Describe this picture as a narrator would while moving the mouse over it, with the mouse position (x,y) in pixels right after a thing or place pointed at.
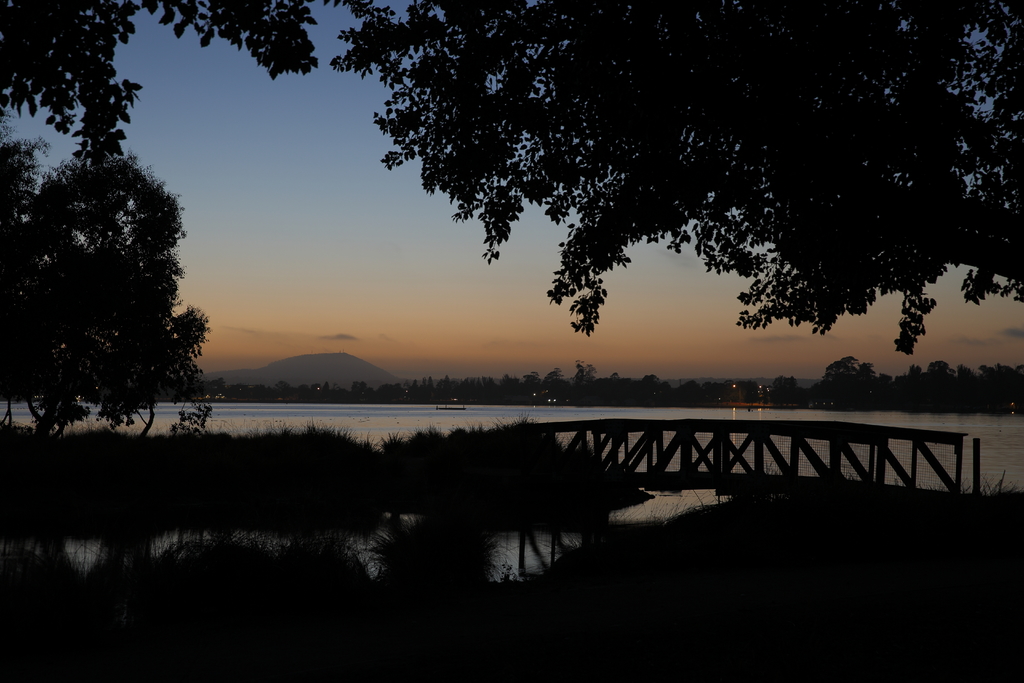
In this image we can see grass (437,507), plants (338,453), bridge (650,477) and the water (293,407). Behind the water (391,408) we can see a group of trees (475,379) and mountains (329,359). At the top (757,174) we can see the trees (430,159). In the background (391,263), we can see the sky (367,268).
